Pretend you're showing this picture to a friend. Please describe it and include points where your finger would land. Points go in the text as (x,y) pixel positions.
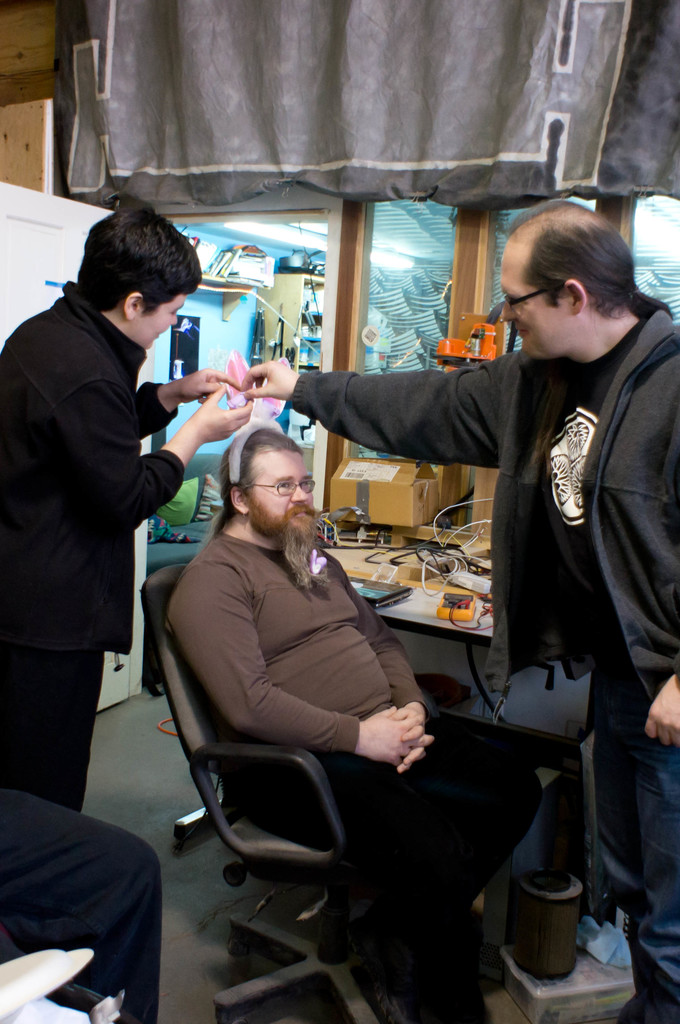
On the left side (118,395), there is a person (98,375) in black color dress (111,485), holding an object (232,392). On the right side (593,323), there is a person (631,437) in gray color coat (403,382), holding an object (247,399), which is on the other person's hand (222,413). In between them, there is another person (256,603), sitting on a chair (287,973), near another person (45,839) who is sitting on another chair (77,958). In the background (468,610), there is a table (434,617), on which, there are some objects (410,494), there are some objects (287,260) on the shelf (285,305), near a poster (195,343) on the wall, there is a curtain (150,56) and other objects (413,254).
